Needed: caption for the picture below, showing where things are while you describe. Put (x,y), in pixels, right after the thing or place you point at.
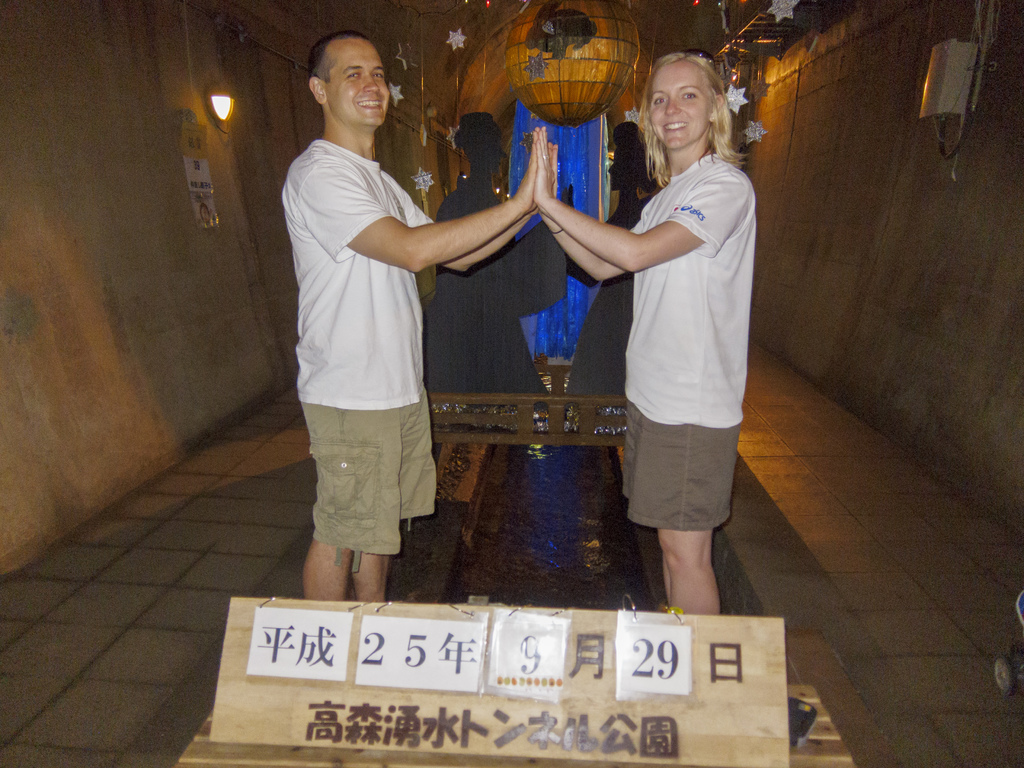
In this image there are sculptures (526,265) of persons (538,373) on a surface (511,394), there are two persons (657,232) standing, there is a board (414,701) on the surface (814,727), there are text (579,662) and numbers (422,651) on the board (522,655), there are stars (530,68), there is an object (593,53) truncated towards the top of the image (577,57), there is a light (228,116), there is poster (196,182) on the wall (207,321), there is a wall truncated towards the right of the image (918,208).
